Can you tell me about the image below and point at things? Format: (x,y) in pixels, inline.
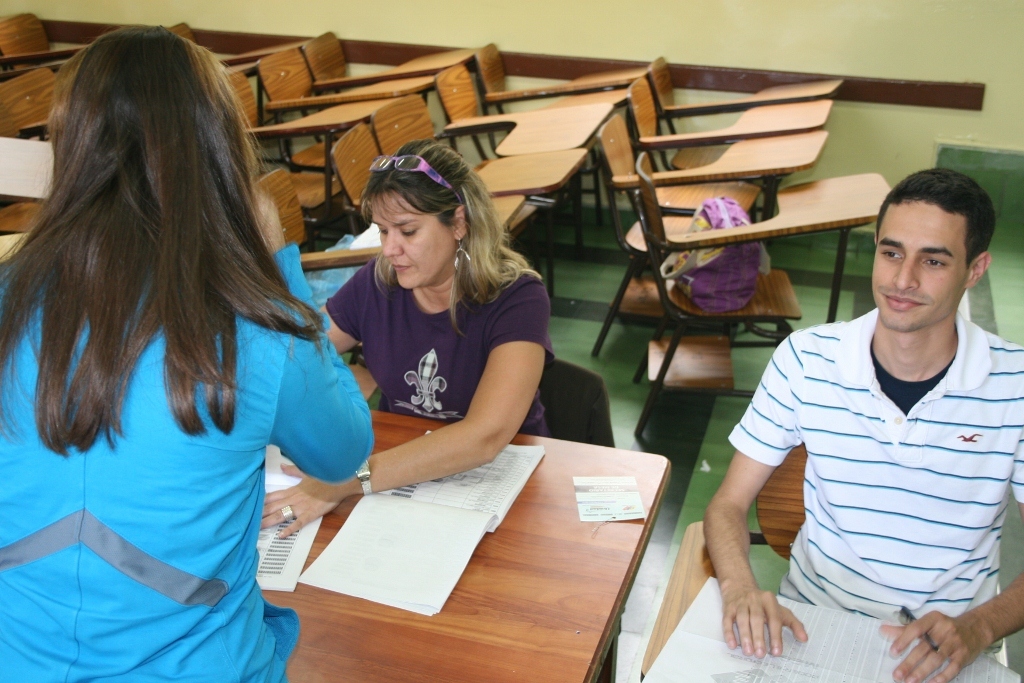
There are three persons (919,463). A man (928,484) on the right side (917,498) is holding pen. In front of him there is a paper (790,655). A woman (486,360) wearing violet t shirt (420,310) and goggles (411,161) is sitting on chair (585,404). There is a table (523,572). On the table (335,516) there are books (367,525). In the background (402,94) there are many chairs (631,93) and wall (803,48). On the chair (764,286) there is a pink bag (723,275).
